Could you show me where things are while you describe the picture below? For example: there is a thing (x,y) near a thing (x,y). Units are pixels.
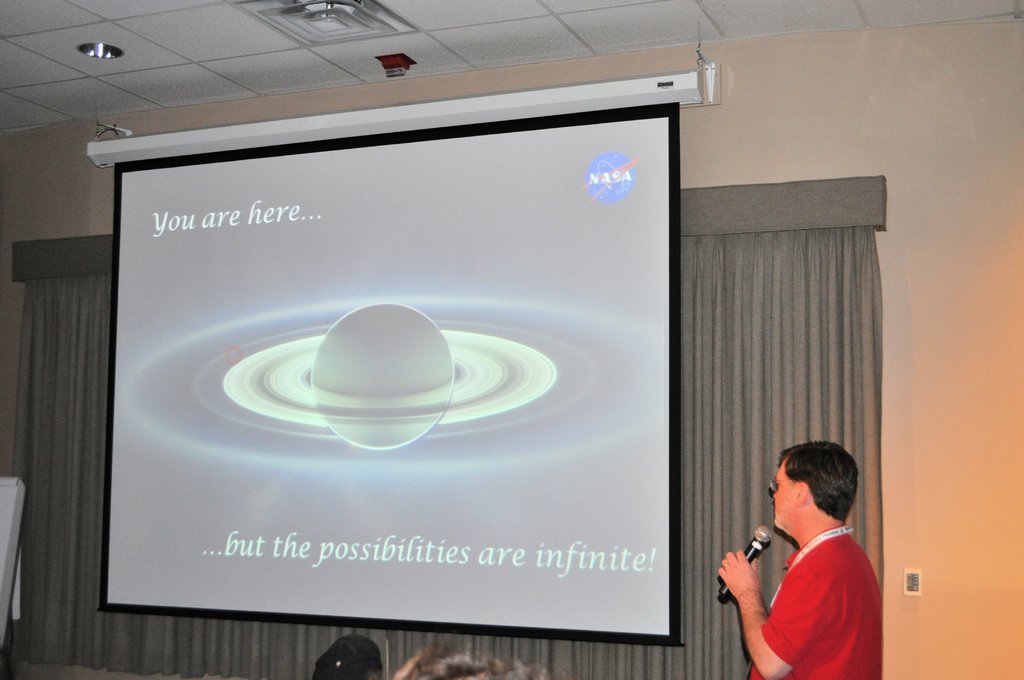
In this image a person (836,599) wearing a red shirt (803,609) is holding a mike (722,601) in his hand (730,570). He is wearing spectacles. A display screen (623,385) is hanged from the wall (789,75). Behind it there is curtain (711,404). Bottom of image (434,639) there are few persons (355,647). Top of image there are few lights (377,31) attached to the roof (675,9).
